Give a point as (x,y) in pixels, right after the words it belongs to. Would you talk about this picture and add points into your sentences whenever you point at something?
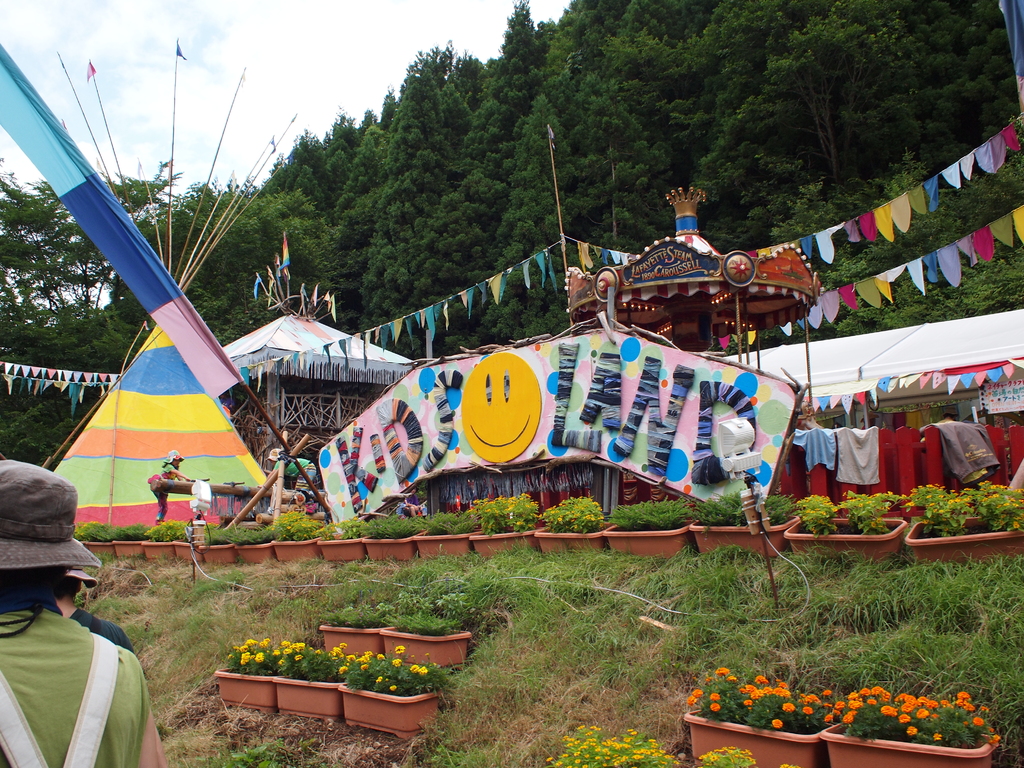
Here we can see plants (708,716), flowers (739,748), grass (571,684), flags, board (495,423), sheds (272,382), and some persons (6,511). In the background (918,24) there are trees (617,58) and sky (360,75).
